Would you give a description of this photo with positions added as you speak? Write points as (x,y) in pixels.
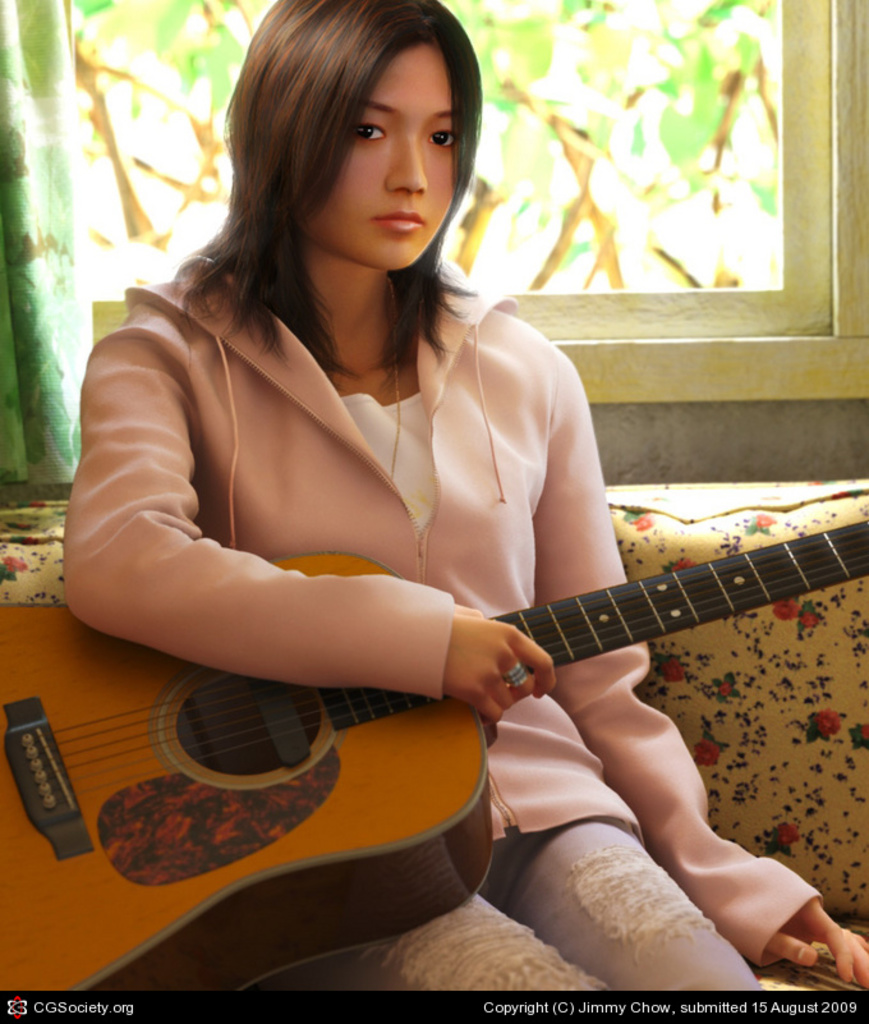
A woman (390,657) is sitting on the chair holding guitar (222,698) in her hand (478,634). Behind her there is a window (491,223) and a curtain (21,249).
